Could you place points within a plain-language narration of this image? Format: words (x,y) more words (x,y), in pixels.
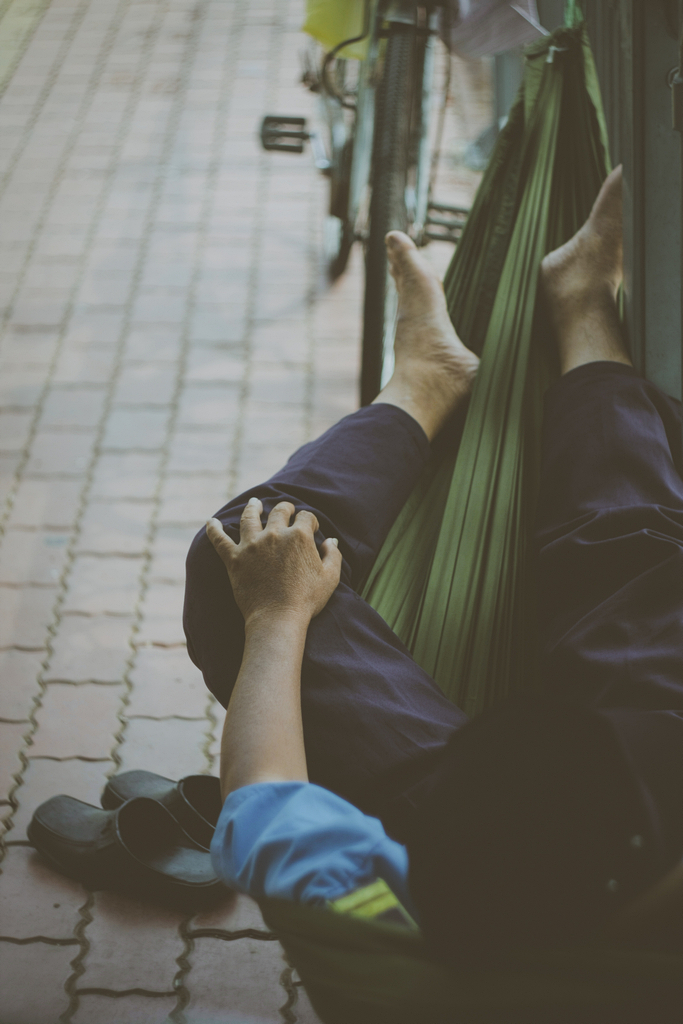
There is a person (614,733) sleeping on the cloth (332,1020). Both ends (552,84) of this cloth (586,163) are connected to the threads (570,6). Which are attached to the some objects (660,335). In the background (394,46), there is a bicycle (409,19) on the footpath (276,199), there are tiles (4,33) on the ground (175,617) and there are slippers (94,810) on the footpath (178,763).
